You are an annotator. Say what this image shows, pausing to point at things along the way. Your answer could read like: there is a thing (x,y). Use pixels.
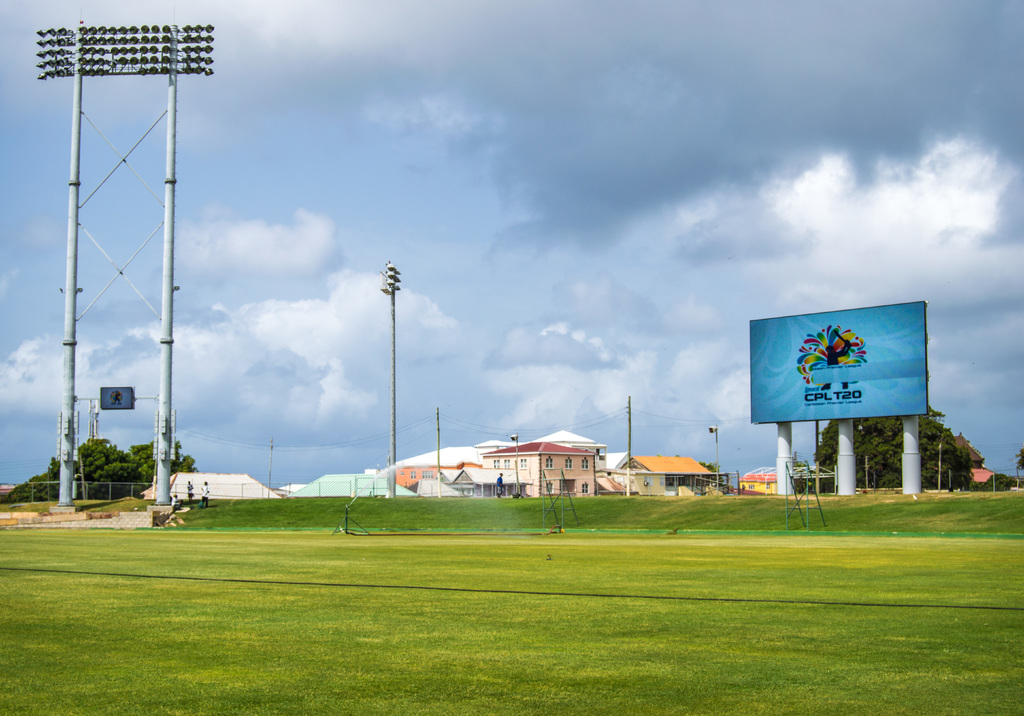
In the foreground of this image (533,653), there is grass (192,631) on the ground (333,635). In the background (551,502), there is a ladder (567,501), poles (438,435), cables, stadium light (137,69), a screen (831,376), few trees (835,434), persons (176,503) standing, buildings (569,484), sky (499,165) and the cloud (634,17).
